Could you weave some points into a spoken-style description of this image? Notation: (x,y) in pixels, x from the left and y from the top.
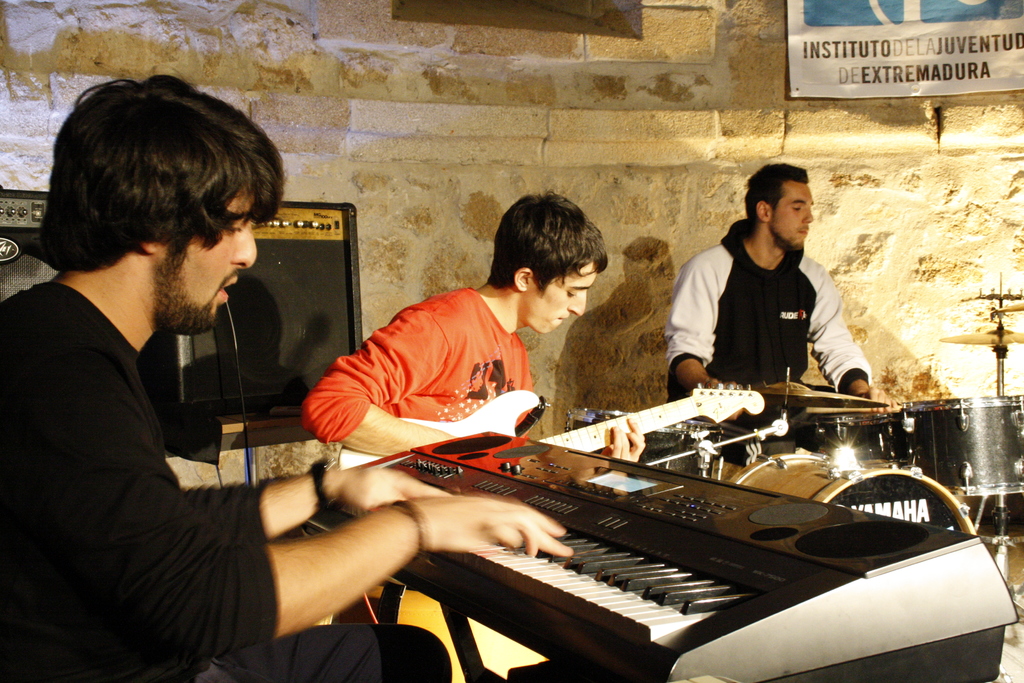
Three persons (207,300) are sitting. A person (145,274) wearing black dress (135,532) is playing a keyboard (673,568). A person (506,375) wearing orange dress (479,369) is playing guitar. A person (744,349) wearing black and white t shirt (774,335) is playing drums (864,454). In the background (591,118) there is a brick wall (591,118) and also a banner (855,42) is in the wall (669,155). There are some electronic items (279,349).
